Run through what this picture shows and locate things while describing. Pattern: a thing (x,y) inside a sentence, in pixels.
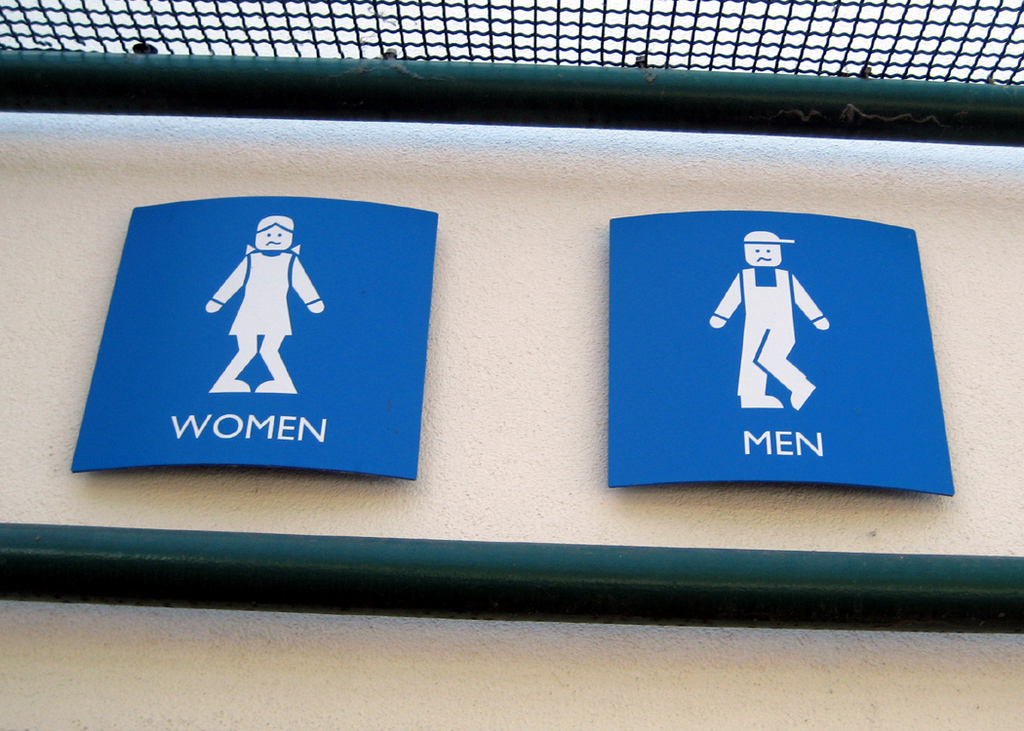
In this image there is a wall (80,222), on the wall (451,213) there are two blue color boards (199,279) attached, in the board (388,238) there are pictorial representation (775,317) of men (789,318) and women (253,249) visible, on the wall (593,513) there is a rod (952,575), at the top there is another rod (54,75) and fence (576,50) visible.
